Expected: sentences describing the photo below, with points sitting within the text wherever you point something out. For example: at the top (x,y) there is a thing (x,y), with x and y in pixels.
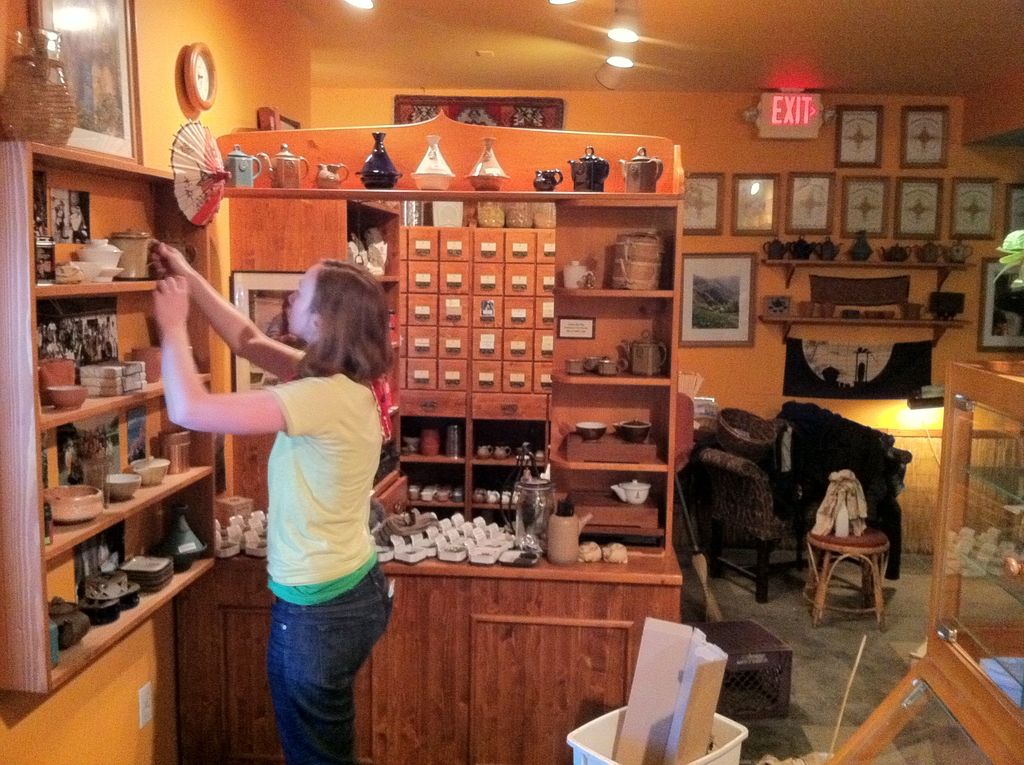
In this image I see a person (297,745) who is wearing t-shirt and jeans (364,630) and I see cupboards (391,657) over here on which there are many things (650,365) and I see the wall (626,114) on which there are many photo frames (761,179) and I see a clock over here and I see an exit board (774,98) over here and I see a stool (817,544) over here and I can also see a chair (756,488) on which there are few things (784,419) and I see the lights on the ceiling (595,24).
